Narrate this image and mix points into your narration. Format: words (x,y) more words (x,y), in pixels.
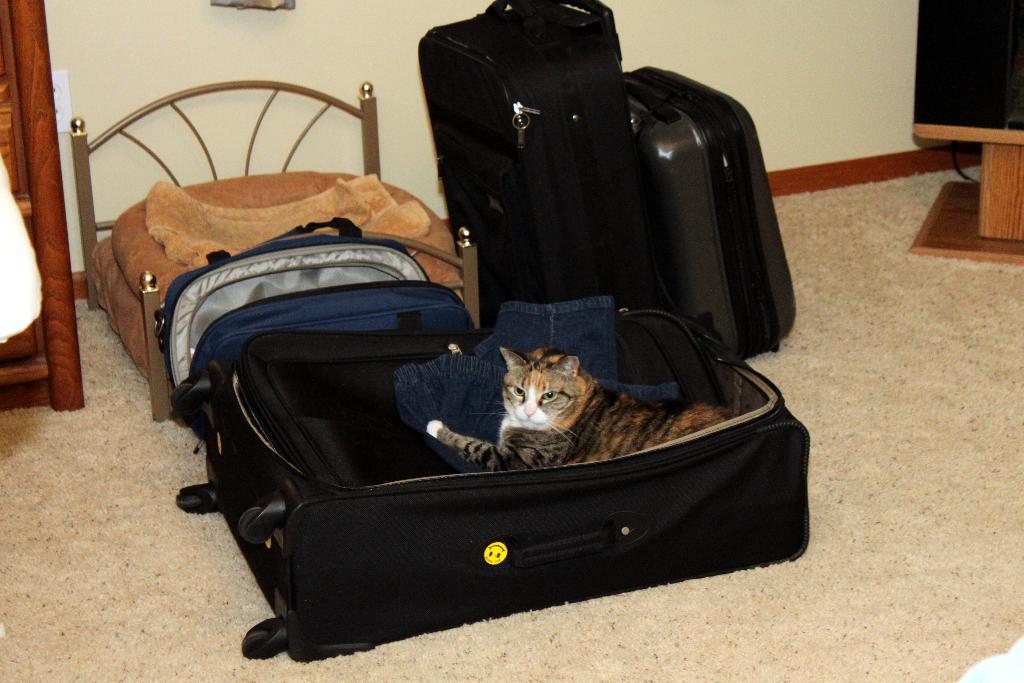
In this image we can see a cat (605,439) and dress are placed on the luggage bag (573,466). There are few more luggage bags (604,252), cupboard (65,324) and a bed (236,222) in the background of the image (278,204).
